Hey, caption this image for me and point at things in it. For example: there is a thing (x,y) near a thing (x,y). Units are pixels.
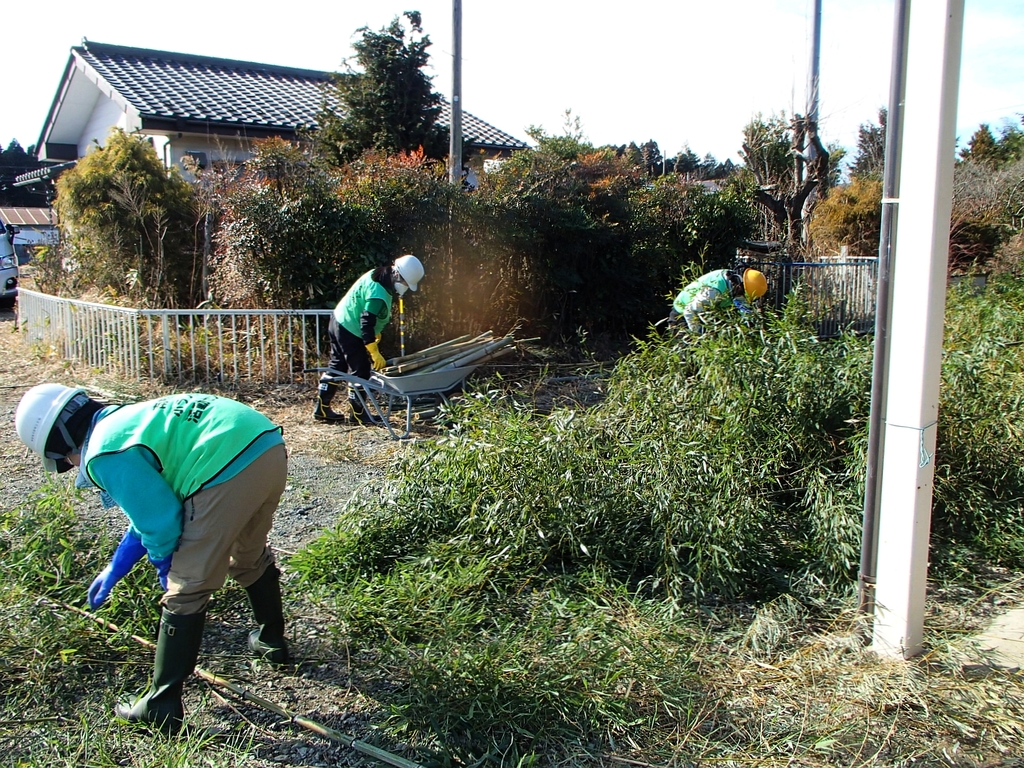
In the image there are plants (66,605) and on the ground (221,760) there is grass (131,645). There are three people (389,295) with helmets (53,418) on their heads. And also there is a wheelbarrow (402,381) with some items (405,368) in it. Behind them there is fencing (867,274). Behind the fencing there are trees (59,222). And also there is a house (248,67) with roofs (144,100) and walls (104,96). And also there are poles (895,279) in the image. On the left corner of the image (9,240) there is a vehicle (7,272).
